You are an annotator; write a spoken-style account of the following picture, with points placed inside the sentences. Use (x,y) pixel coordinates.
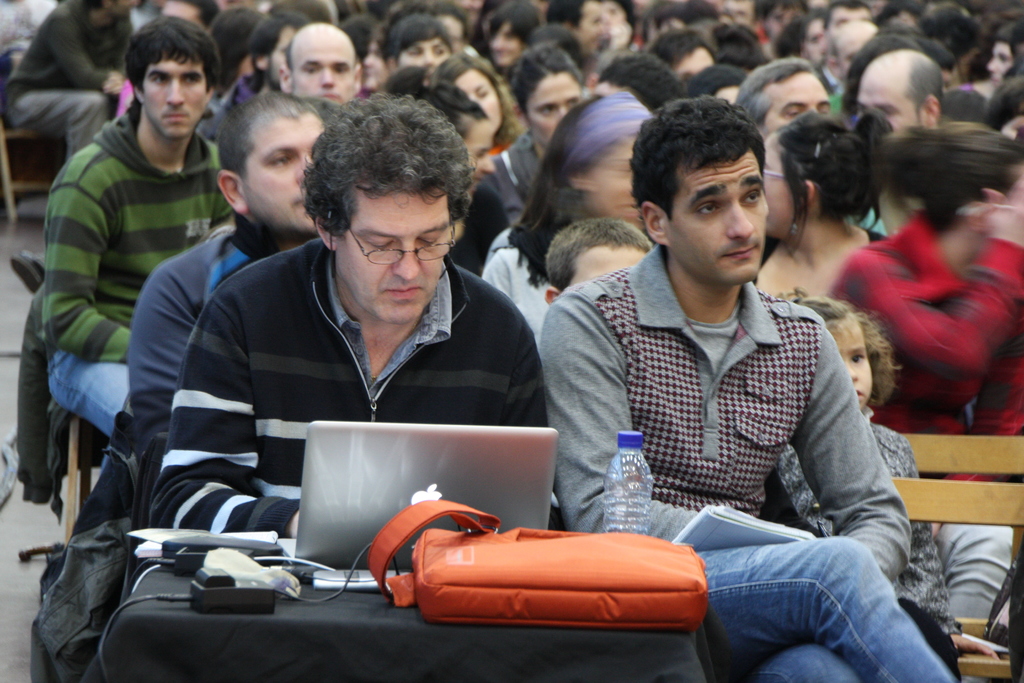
In the center of the image (584,403) we can see two persons (612,403) sitting on the bench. At the table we can see laptop (446,489), bag (544,580), bottle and charger (208,607). In the background (119,191) there are group of persons (556,79).
